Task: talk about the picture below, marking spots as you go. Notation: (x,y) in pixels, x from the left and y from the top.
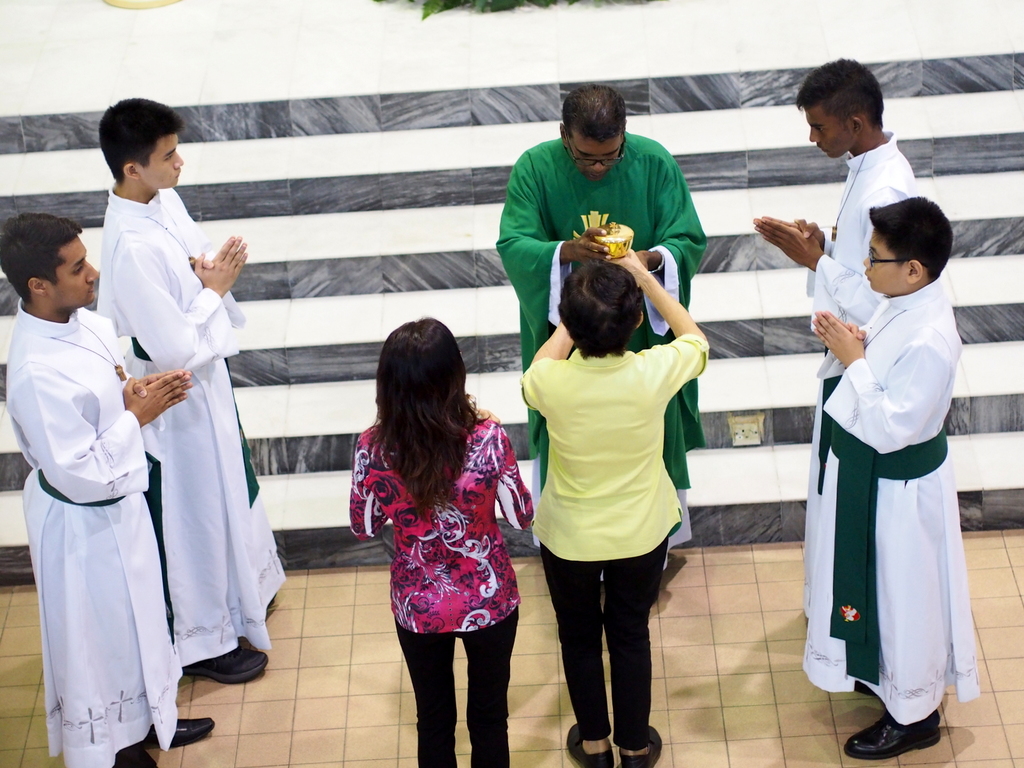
In this image we can see men (609,186) and women (506,560) standing on the floor (726,550).
